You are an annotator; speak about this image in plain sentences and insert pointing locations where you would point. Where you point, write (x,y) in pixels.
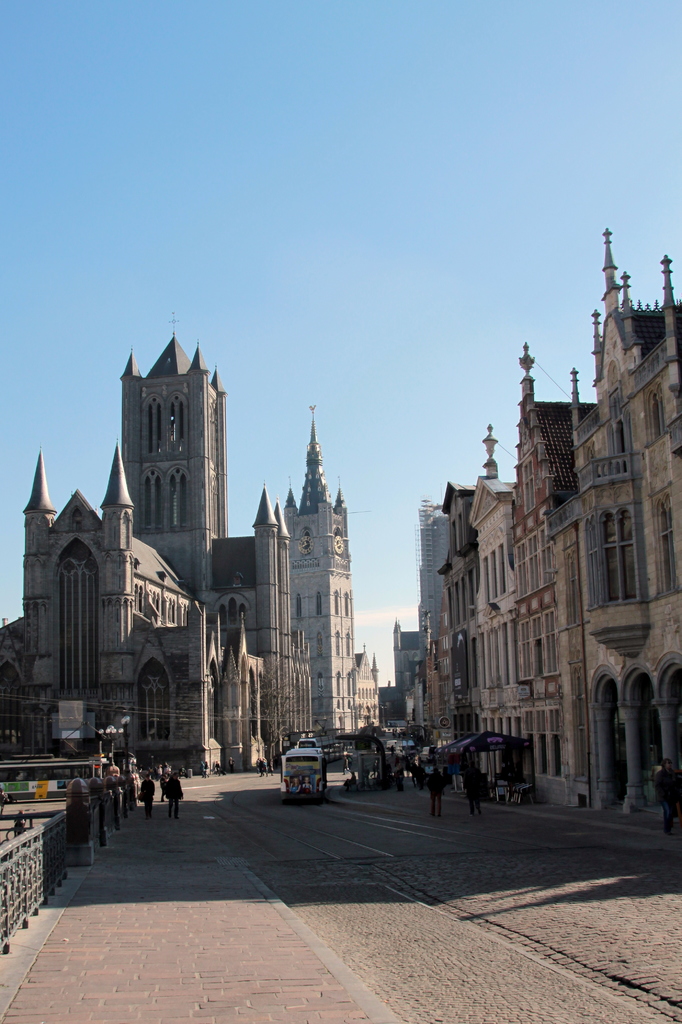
In this picture on the left side (66,797) there is a fence (34,851), there is a vehicle (49,792). In the background (273,641) there are buildings (259,604) and in the center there are persons (172,796), there are vehicles (302,781) on the road (452,796). On the right side (459,673) there are buildings (529,661), in front of the building (529,661) on the right side (490,745) there is a tent (500,749) and there are persons (432,783) walking.
